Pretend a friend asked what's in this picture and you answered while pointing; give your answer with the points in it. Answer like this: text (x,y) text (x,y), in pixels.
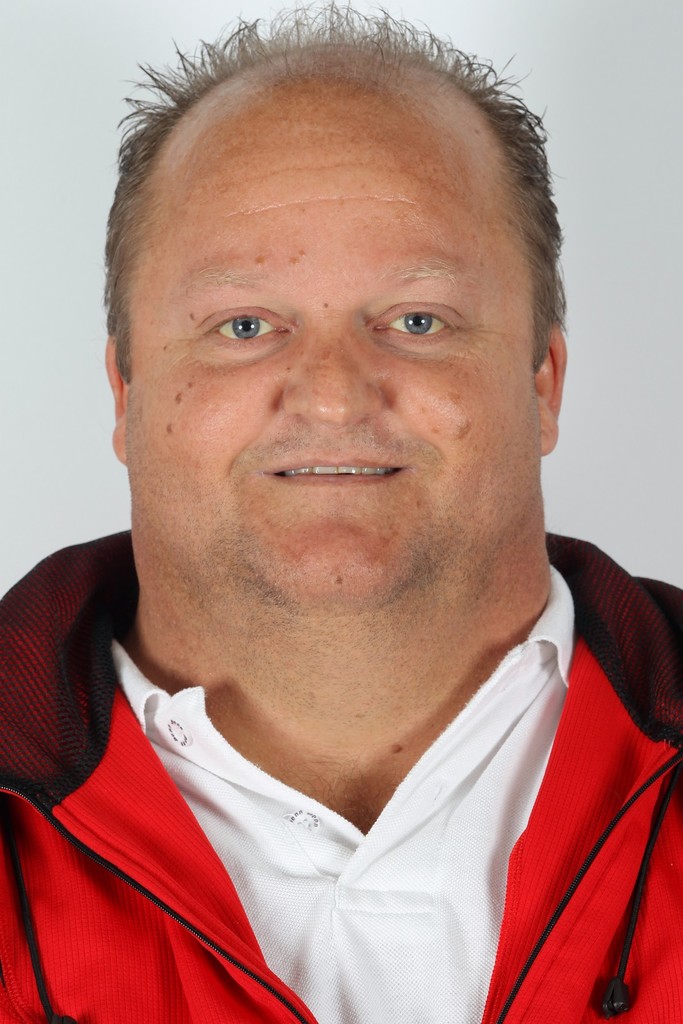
In this image in front (643,807) there is a person (373,387) wearing a smile on his face (306,518). Behind him there is a wall (578,378).
